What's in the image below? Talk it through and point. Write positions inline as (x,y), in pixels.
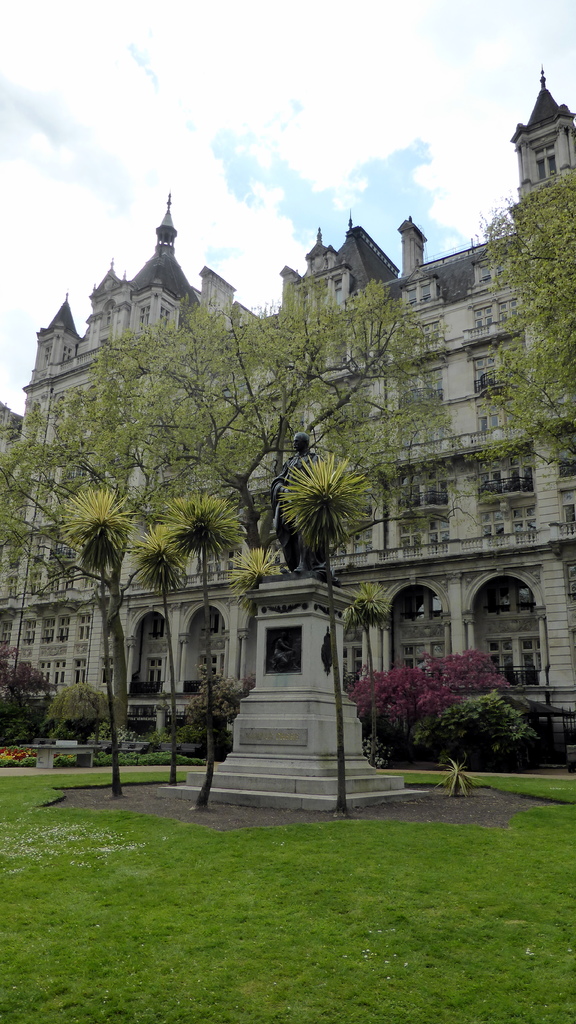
In this image in the front (295,930) there's grass (329,923) on the ground (338,922). In the background (265,490) there are trees (291,500) and there is a castle (514,479) and the sky (366,126) is cloudy.
